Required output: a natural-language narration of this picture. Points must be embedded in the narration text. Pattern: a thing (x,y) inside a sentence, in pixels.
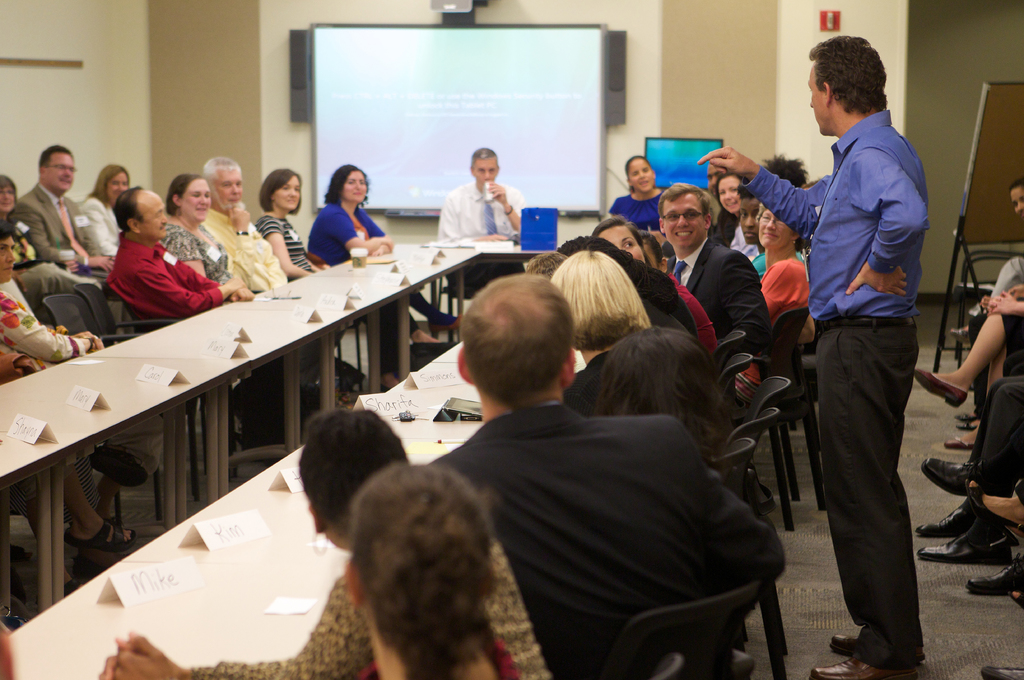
In this image, there are a few people (647,184). Among them, some people (698,366) are sitting on chairs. We can see some screens (435,59). We can see the ground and a board (989,117) on the right (919,306). We can see some tables (280,554) with objects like posters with text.
